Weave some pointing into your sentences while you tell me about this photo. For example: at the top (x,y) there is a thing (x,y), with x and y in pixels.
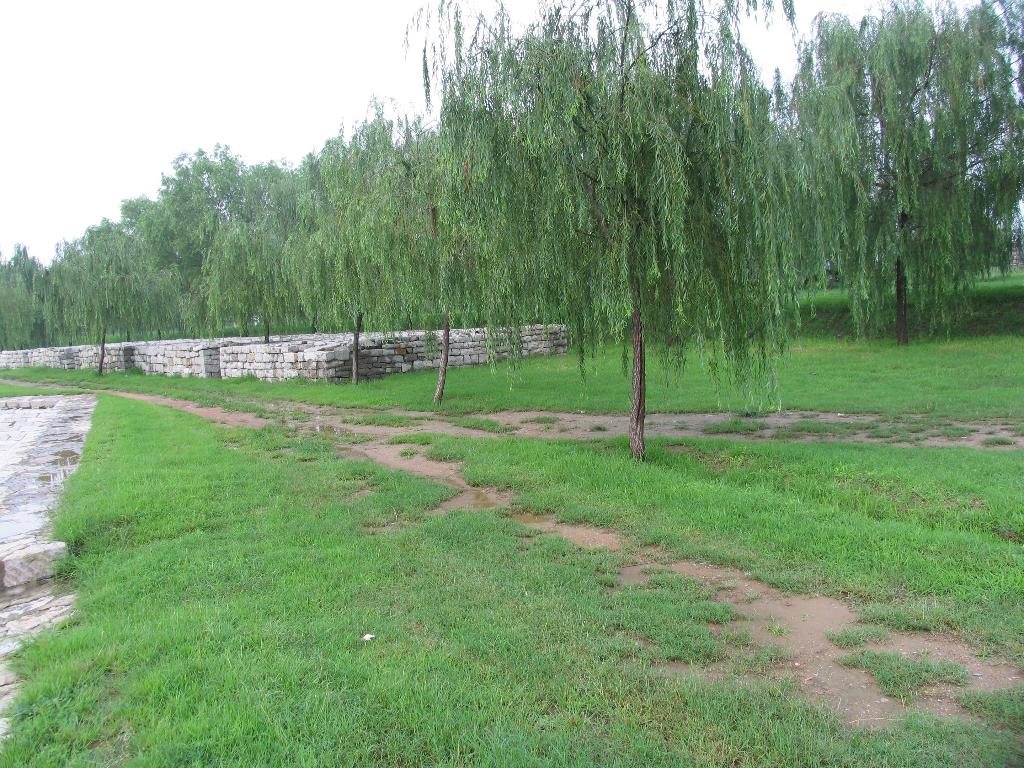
In the image we can see there is ground (611,498) which is covered with grass (343,503) and behind there are lot of trees (384,280).
